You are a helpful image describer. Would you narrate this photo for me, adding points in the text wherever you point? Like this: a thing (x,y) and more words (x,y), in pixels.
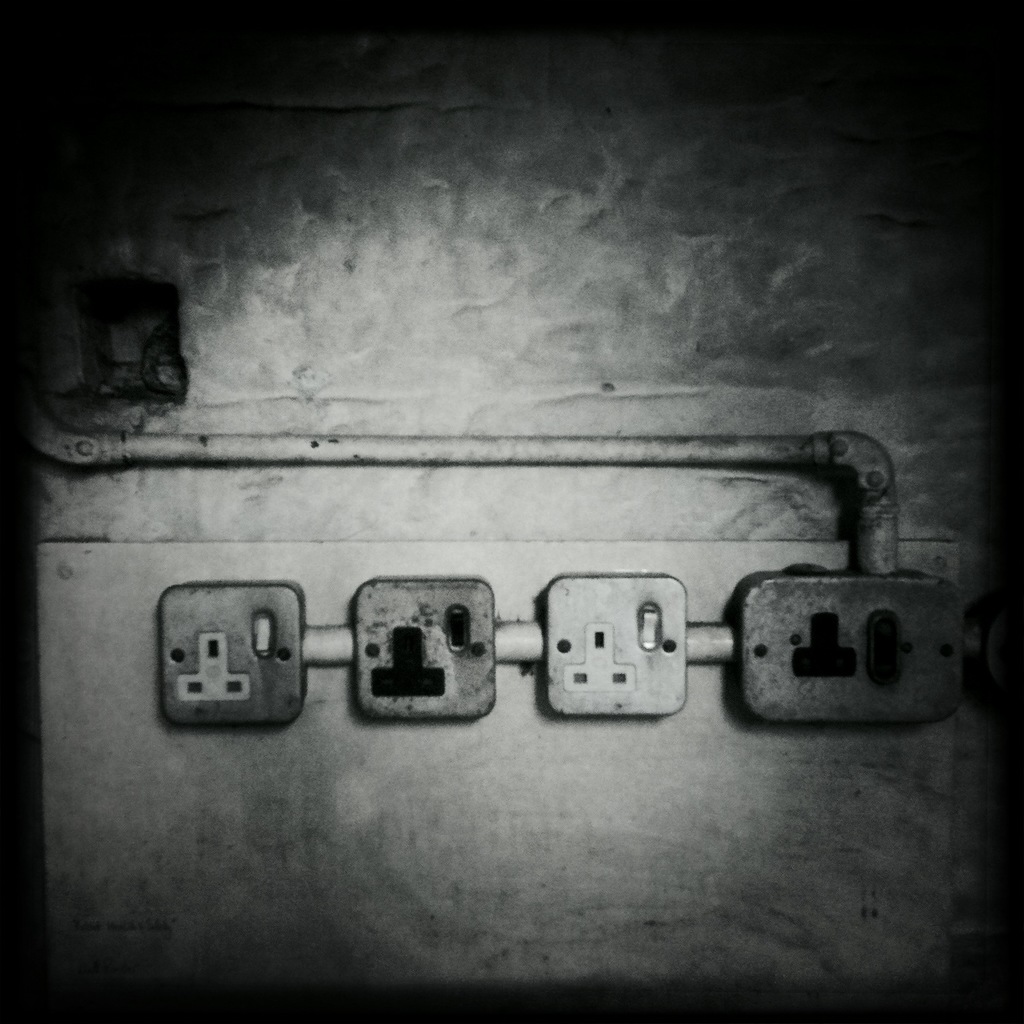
In this picture I can see the sockets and a pipe (135,451) on the wall (311,264). I see that this is a black and white image.
